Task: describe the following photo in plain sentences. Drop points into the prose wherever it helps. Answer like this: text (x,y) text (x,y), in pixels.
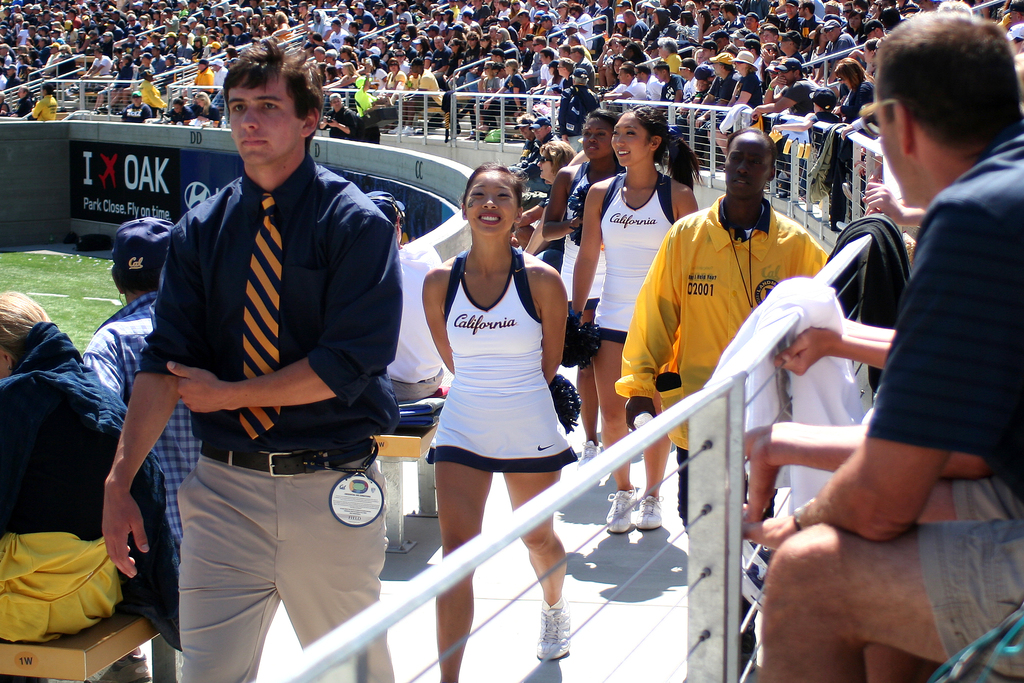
This picture describes about group of people (639,228), few people (837,355) are seated, few are standing and few are walking, beside to them we can find fence (719,477), in the background (137,171) we can see few hoardings (147,187).
